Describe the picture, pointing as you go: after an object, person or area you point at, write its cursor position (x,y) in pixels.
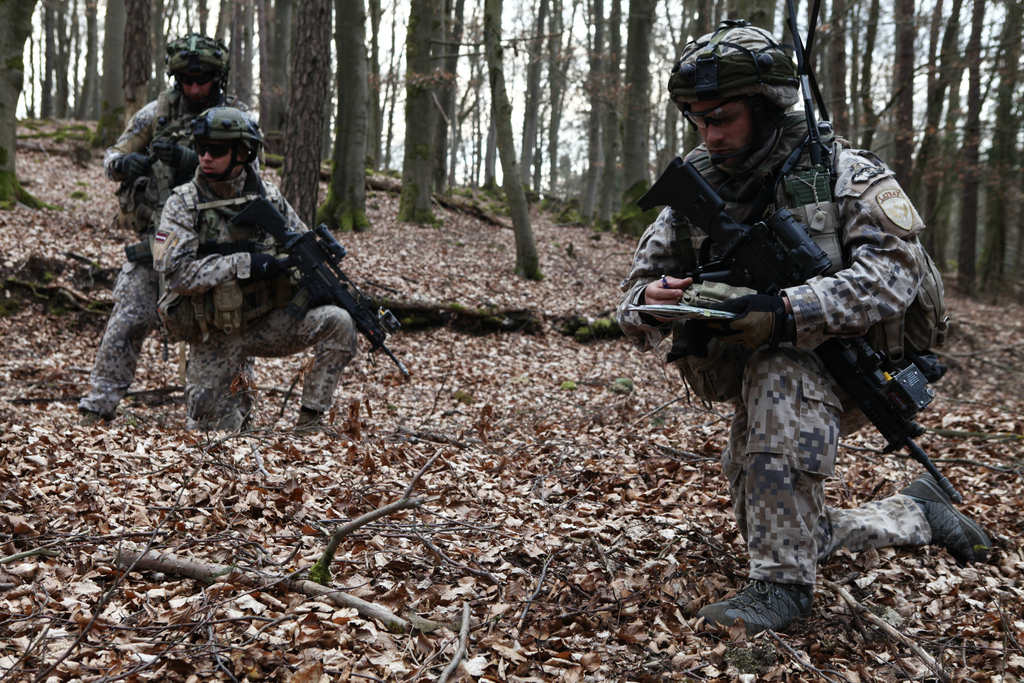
In this image, we can see a few people (761,309) holding guns (298,312). We can also see the ground (459,532) covered with leaves (405,571) and some wood (274,583). There are some trees (452,55). We can also see the sky (545,79).
